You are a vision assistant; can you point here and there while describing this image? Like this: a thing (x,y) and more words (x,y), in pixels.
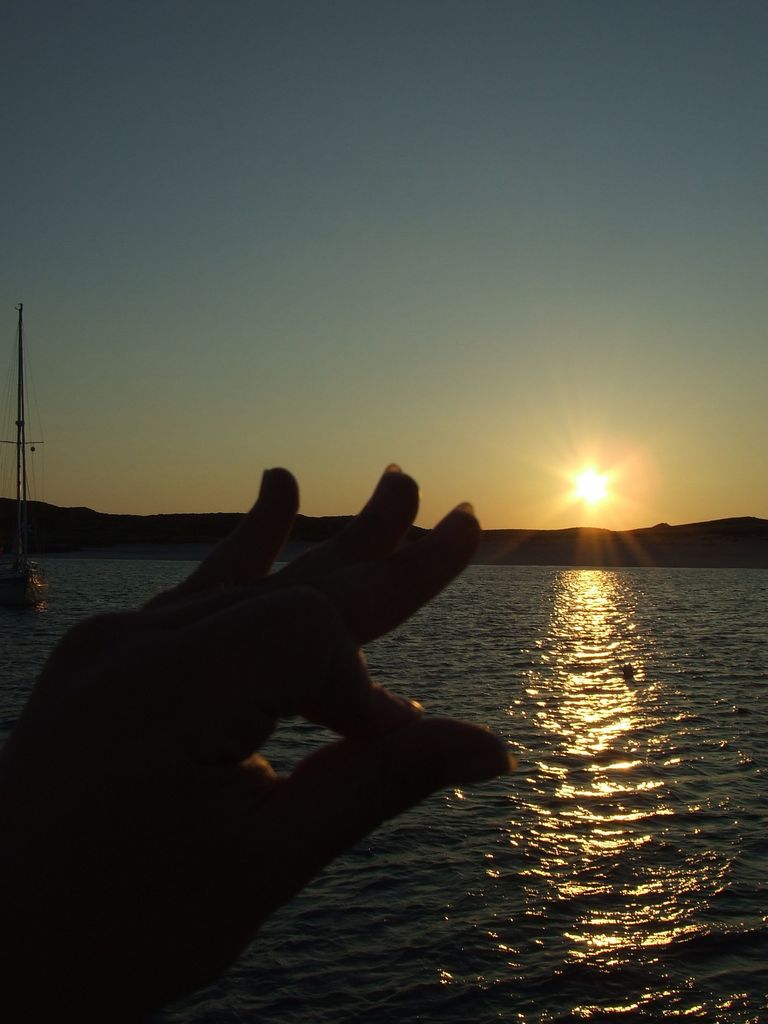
Bottom left side of the image (107,709) there is a hand (437,573). Behind the hand (180,980) there is water (3,691). Top right side of the image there is sun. Top of the image (621,95) there is sky (55,301). Top left side of the image (22,333) there is a sailboat (24,518).
